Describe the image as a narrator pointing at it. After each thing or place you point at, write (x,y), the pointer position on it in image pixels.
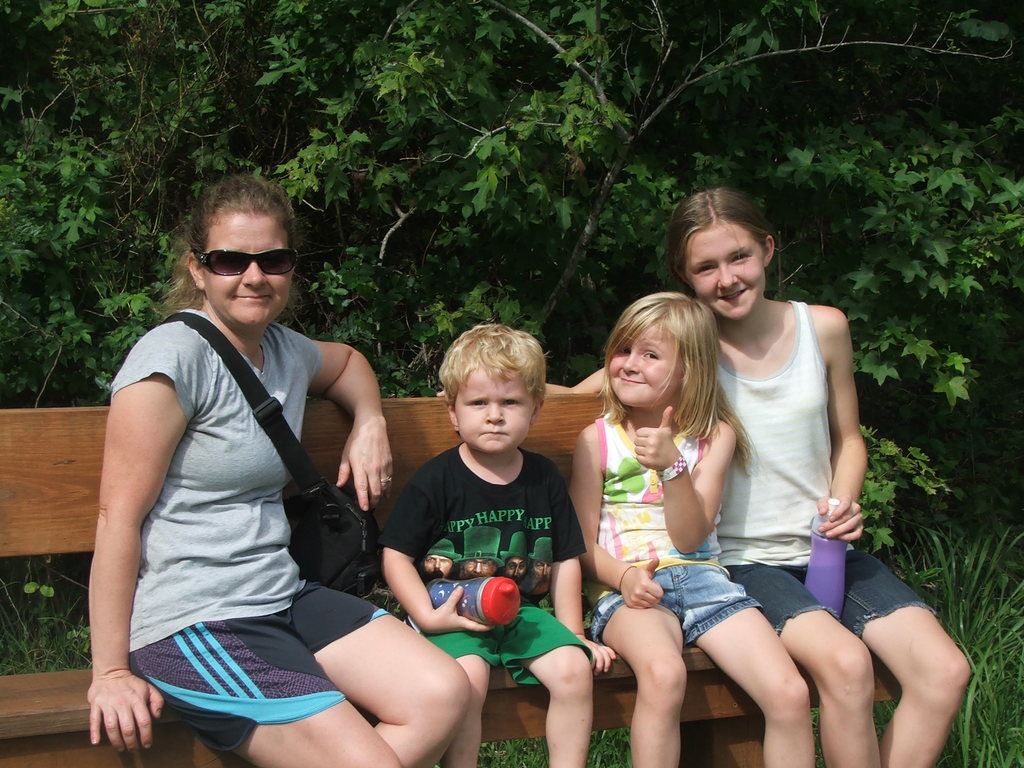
In this picture I can see trees (408,172) in the background (499,184). I can see a few people (444,548) sitting on the bench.
